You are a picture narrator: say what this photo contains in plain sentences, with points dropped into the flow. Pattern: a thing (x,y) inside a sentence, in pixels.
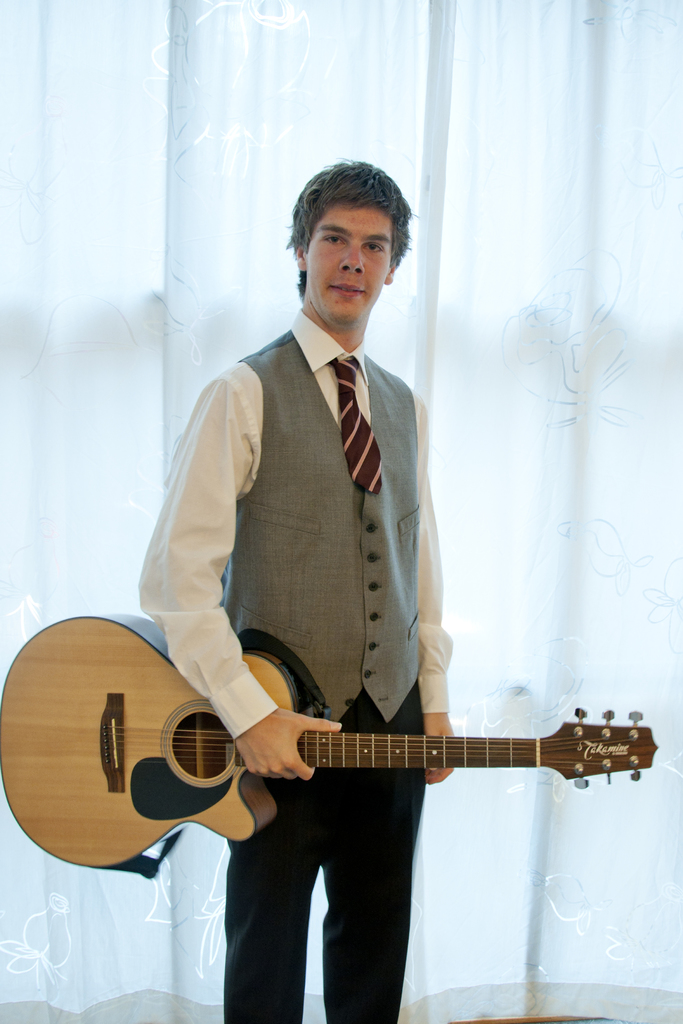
In this image, In the middle (394,558) there is a man (236,480) he is standing and he is holding a music instrument (162,740) which is in yellow color, In the background (140,123) there is a white color curtain (353,113).
